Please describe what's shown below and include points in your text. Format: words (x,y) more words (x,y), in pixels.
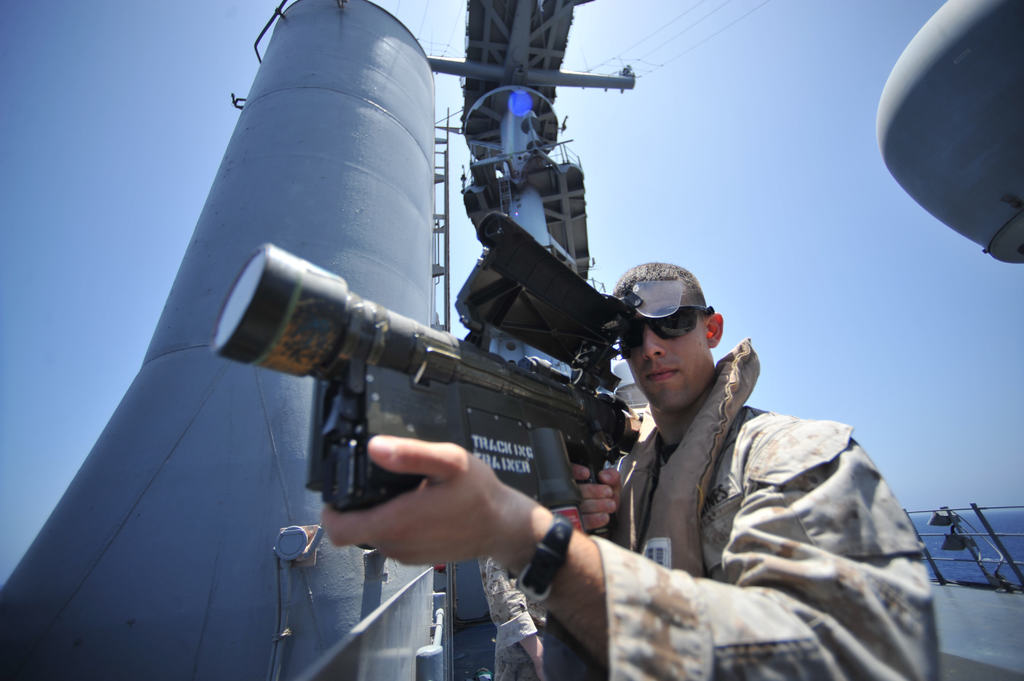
In this image in front (372,500) there is a person (397,466) holding the launcher (350,357). Behind him there is a cylindrical shaped metal structure (357,157). In the background of the image (964,521) there is a metal fence (985,520). There is water (1004,527). At the top of the image (794,136) there is sky (753,176).
